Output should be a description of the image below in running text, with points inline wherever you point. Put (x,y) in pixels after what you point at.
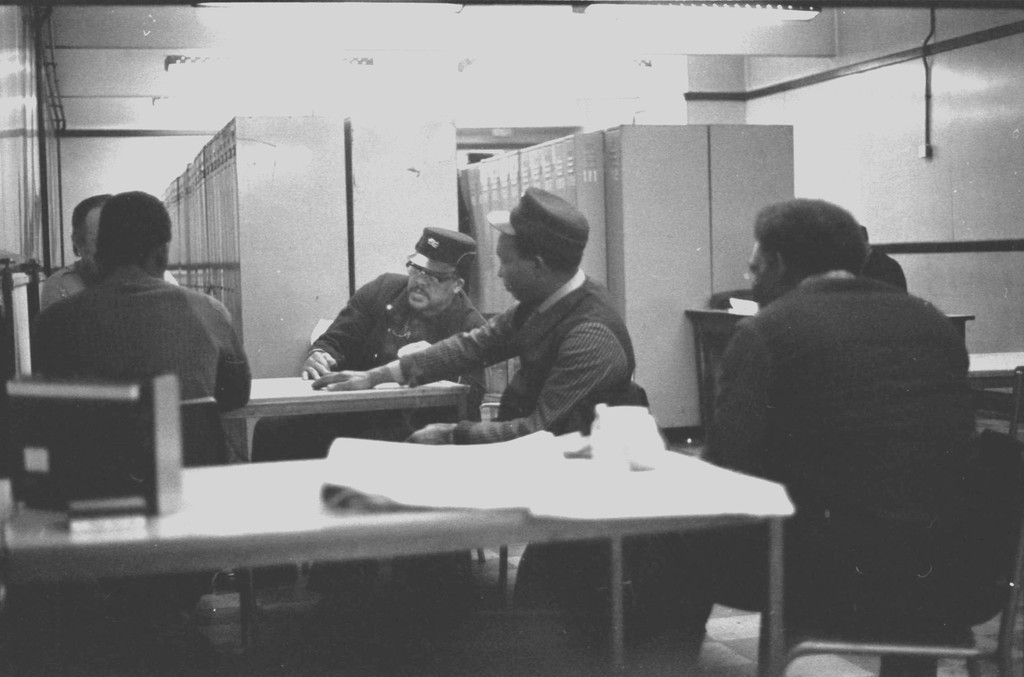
It is a black and white picture there are some officers (232,380) sitting around the table (770,494), in the background (610,164) there are lot of lockers (481,173).
